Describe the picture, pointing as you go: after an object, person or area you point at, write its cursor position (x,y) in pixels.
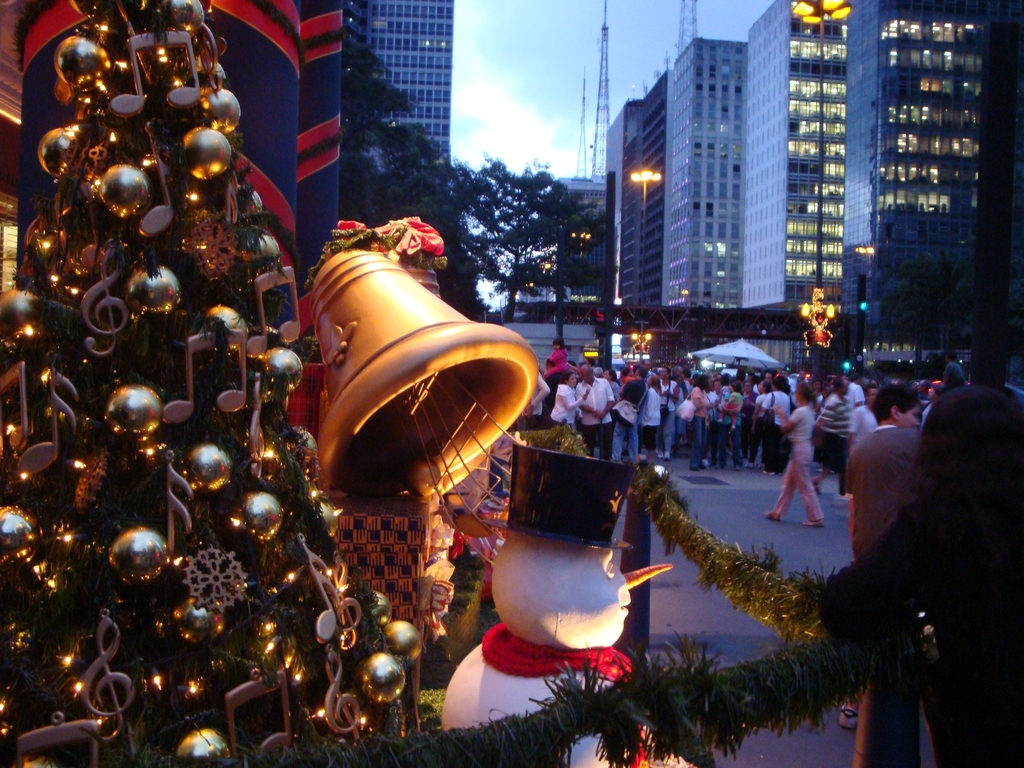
This image consists of many buildings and a tree (439,213). To the left (225,426), there is a Xmas tree (234,621). In the middle (641,378), there are many people (628,391) on the road (754,490). At the bottom (741,640), there is a road (749,653).
